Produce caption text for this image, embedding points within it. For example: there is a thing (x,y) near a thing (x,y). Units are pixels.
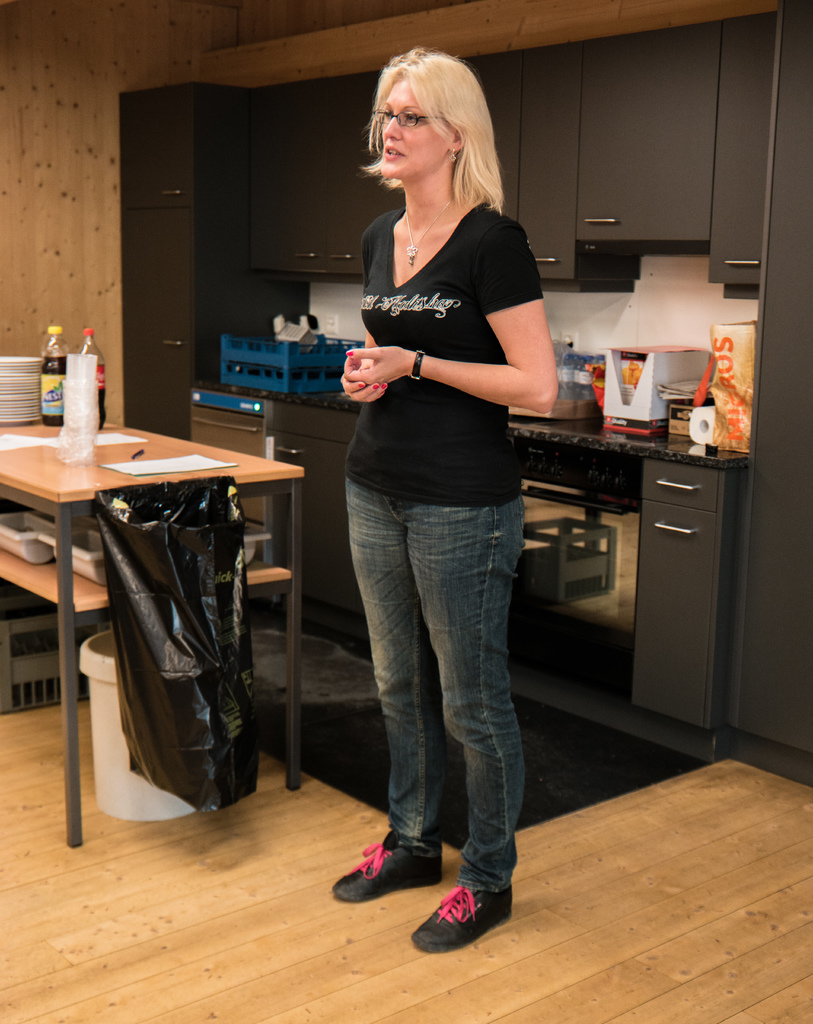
The image is taken in the kitchen (541,768). In the center of the image (364,572) there is a lady (408,447) standing she is wearing glasses (411,118). On the left (106,459) there is a table (30,428). There are plates (34,398), bottles (47,421) and papers (162,469), trays (93,555) which are placed on the table (81,596). In the background (687,461) there are cup board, counter table (610,447) and some boxes (634,403) placed on the counter table (598,440).
